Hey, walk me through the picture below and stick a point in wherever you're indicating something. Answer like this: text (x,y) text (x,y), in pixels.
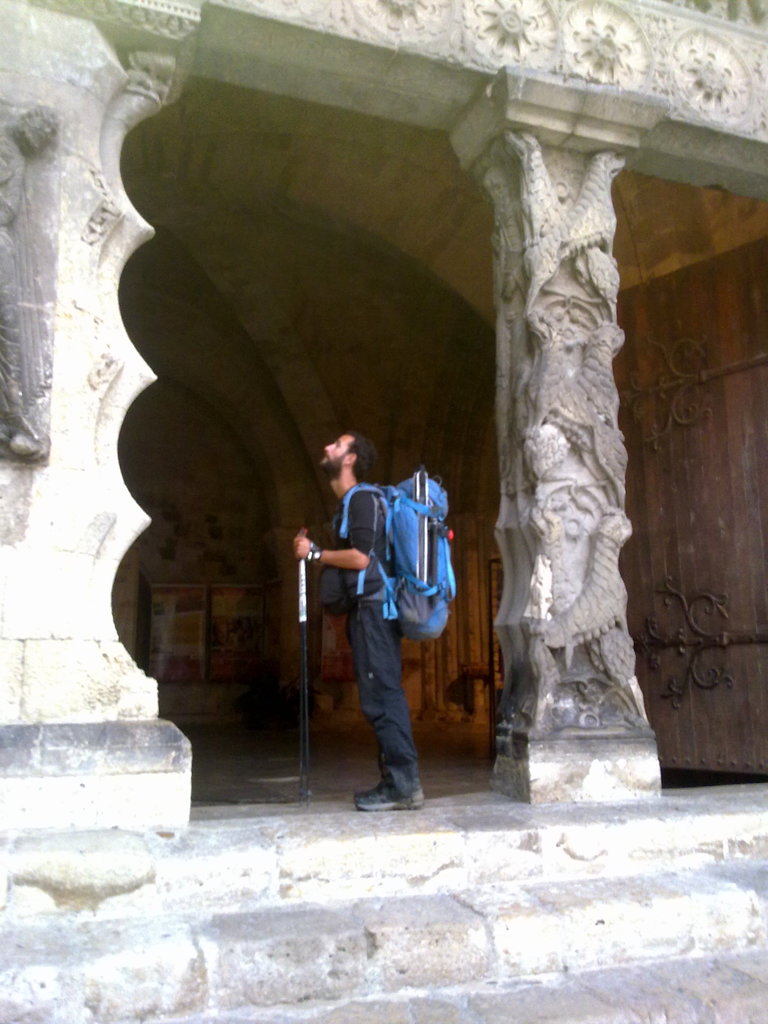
In this picture, we can see a person (374,552) holding some object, and carrying a bag (396,538), we can see the ground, stairs (481,826), pillars (496,526) with carvings (504,560), roof (394,200), and the walls (491,535).
